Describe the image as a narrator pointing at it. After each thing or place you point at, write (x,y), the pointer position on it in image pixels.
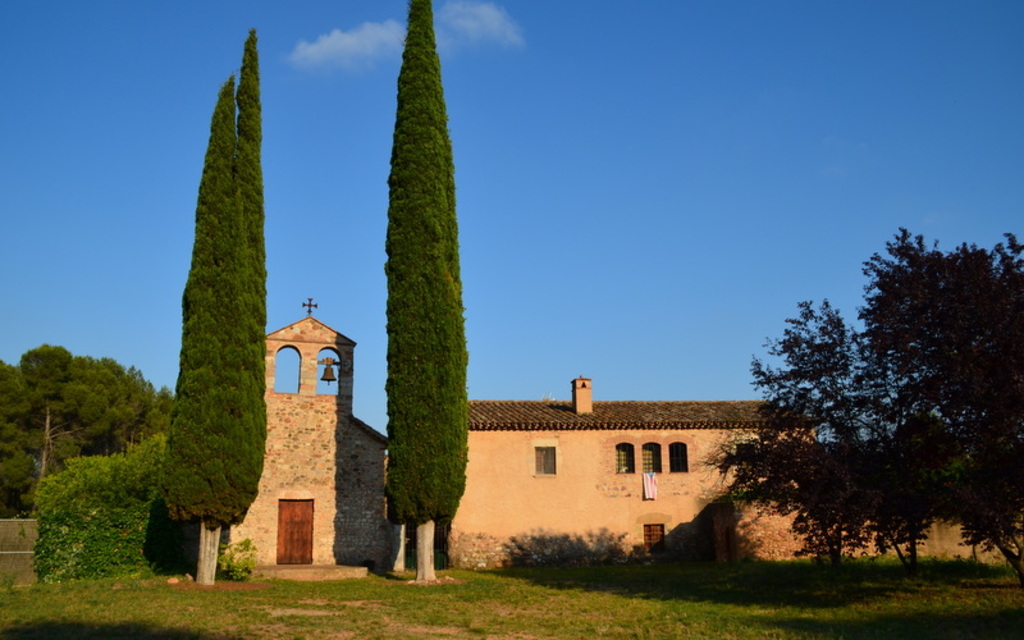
In the center of the image (509,403) there are buildings (346,483) and we can see trees (255,404). In the background (302,239) there is sky (485,117).
